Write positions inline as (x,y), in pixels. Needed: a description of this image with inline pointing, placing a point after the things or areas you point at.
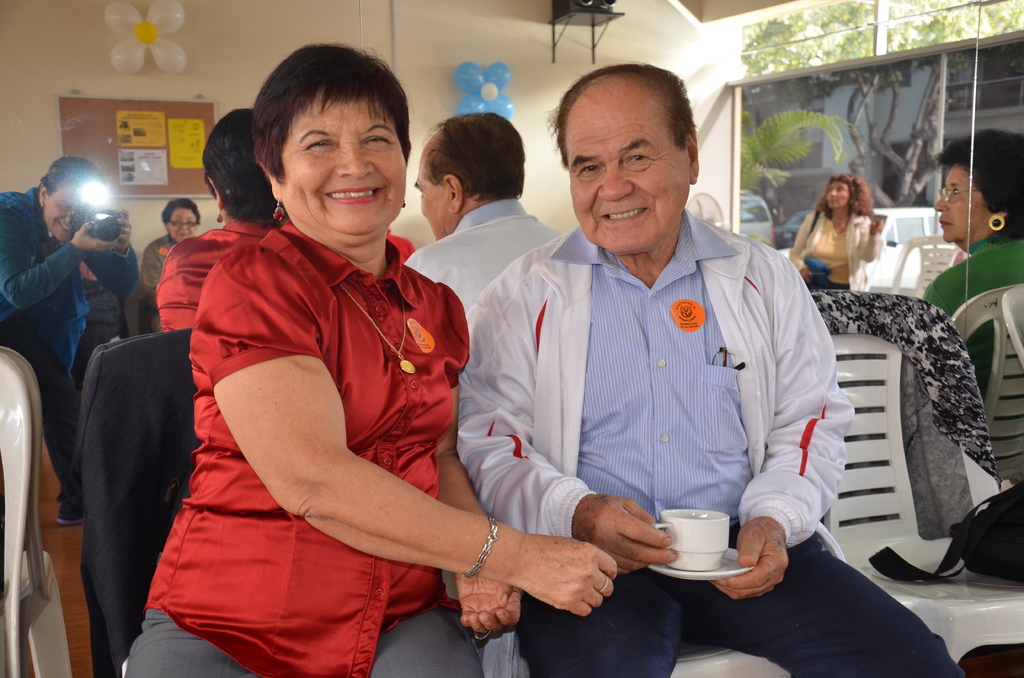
In this image I can see people (375,215) are sitting on chairs (24,380). Here I can see smile on their faces (304,139) and I can see he is holding a cup (718,515) and a plate (684,570). I can also see a man (54,239) is holding a camera (103,196). In the background (133,59) I can see few balloons (120,59), a board (101,167), few vehicles (897,244) and few trees (795,151).
